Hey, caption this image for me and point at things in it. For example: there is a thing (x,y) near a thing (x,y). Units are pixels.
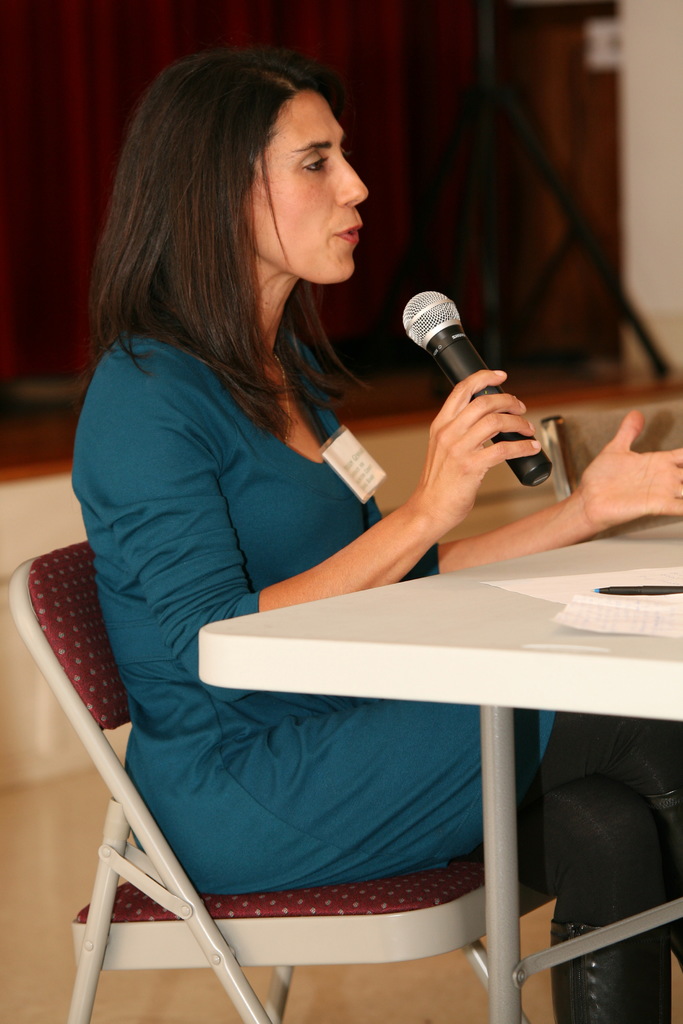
This picture shows a woman (356,191) holding a microphone (428,295) and speaking she seated on a chair (76,1014) and we can see a table (655,539) here.
